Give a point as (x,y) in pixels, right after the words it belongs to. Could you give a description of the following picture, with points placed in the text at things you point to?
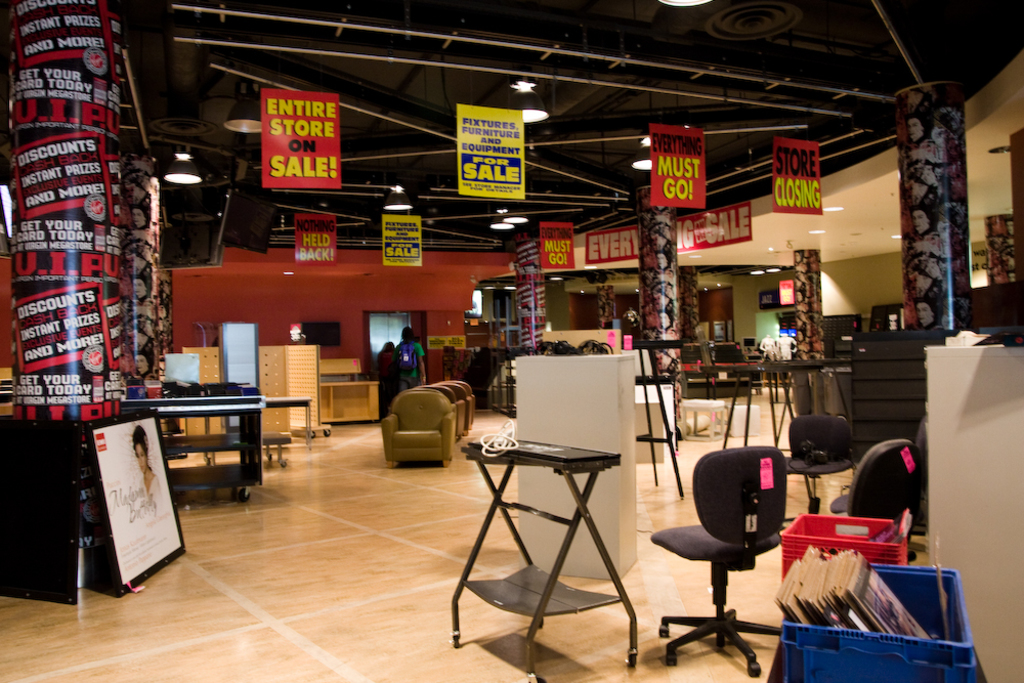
In this picture we can observe black color chairs (815,475). There are two boxes (784,554) which are in blue and red colors. We can observe some pillars (64,314) in this room (595,324). There are some chairs (429,415). In the background (417,364) there is a person (410,378) standing. We can observe some papers (313,220) hanged to the rods (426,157) of the ceiling (402,127). In the background (343,262) we can observe an orange color wall (294,289).
